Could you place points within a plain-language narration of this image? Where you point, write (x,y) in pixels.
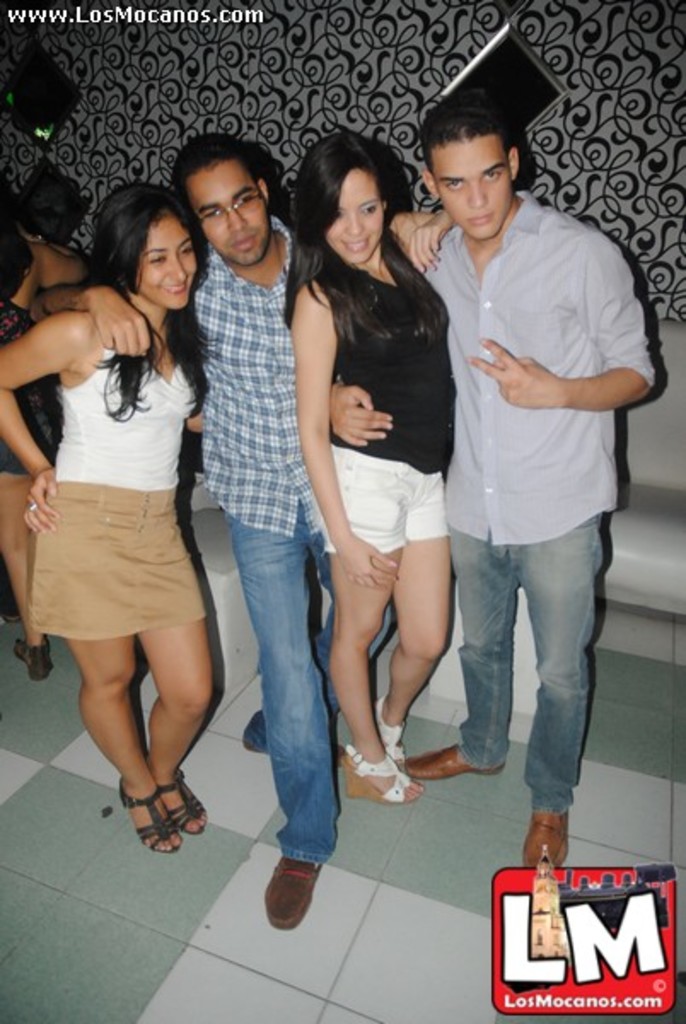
In this picture i can see group of people (293,501) are standing on the floor (333,984). Among them men (268,306) are wearing shirts (274,314), pants (501,736) and shoes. In the background (217,132) i can see a wall (283,121) and bottom right corner side i can see logo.
